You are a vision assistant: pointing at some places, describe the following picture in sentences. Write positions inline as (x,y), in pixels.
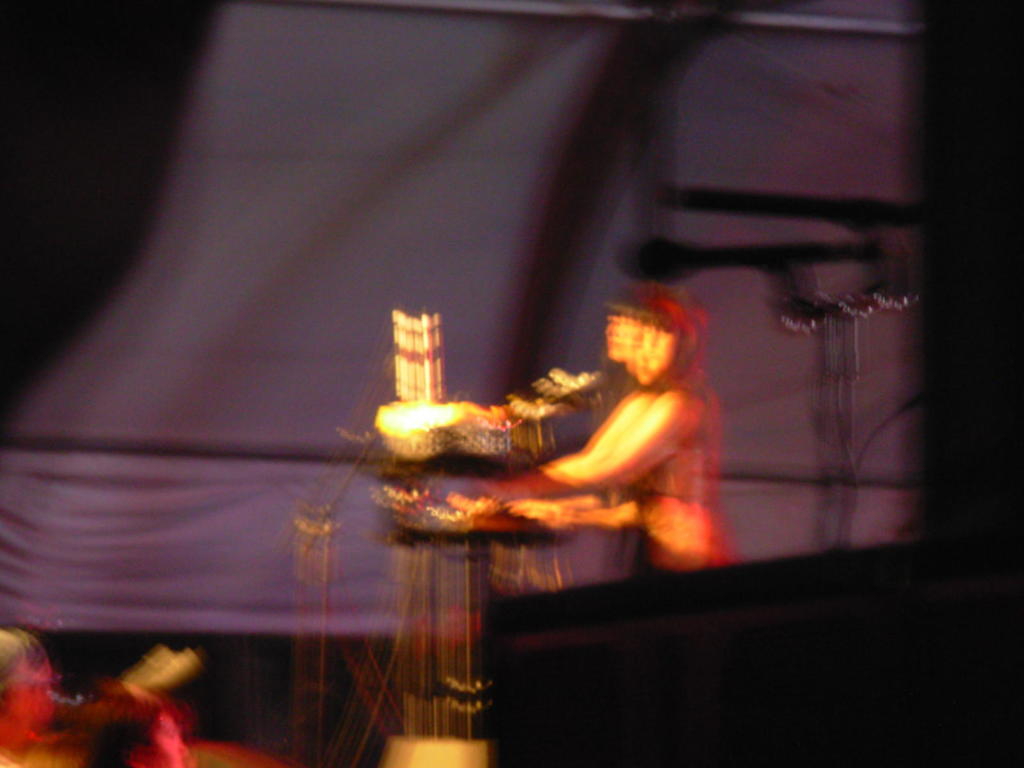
In this image we can see a blurred person (698,431) and musical instruments (450,470) in front of her. In the background of the image (252,408) there is a curtain (207,507).
